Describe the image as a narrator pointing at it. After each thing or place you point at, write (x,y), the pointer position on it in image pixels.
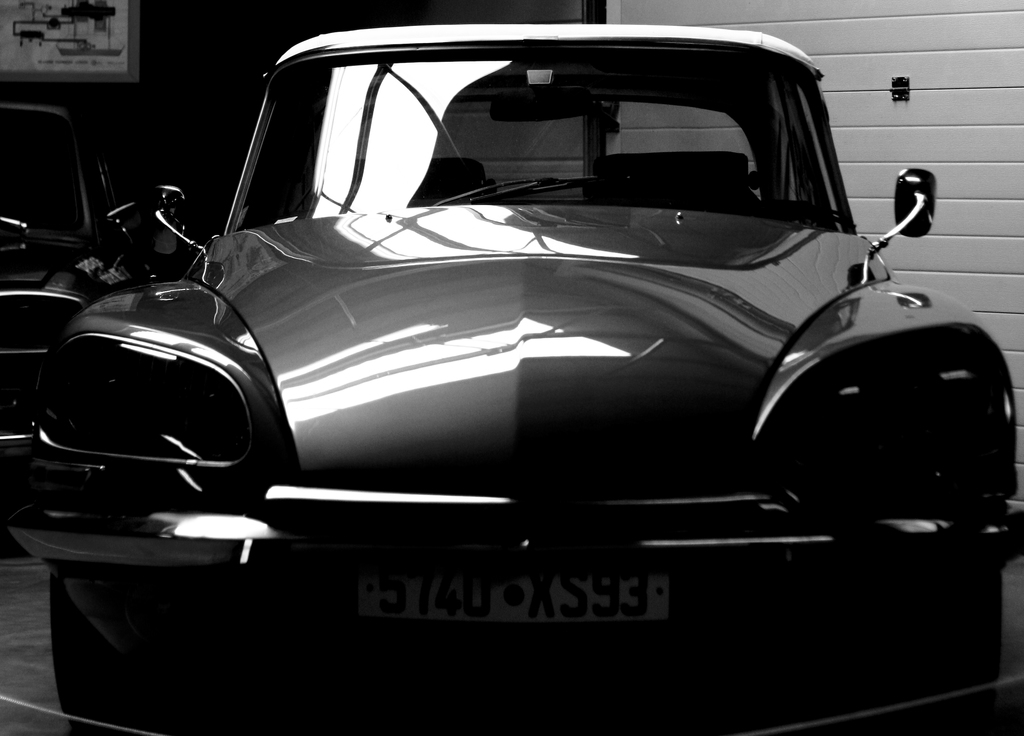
This is an black and white image. This picture might be taken inside the room (845,148). In this image, in the middle (645,411), we can see a car (599,418). On the right side (846,166), we can see a wall (921,76). On the left side (96,140), we can see another car (80,143). In the background (242,90), we can see a photo frame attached to a wall (192,64).
